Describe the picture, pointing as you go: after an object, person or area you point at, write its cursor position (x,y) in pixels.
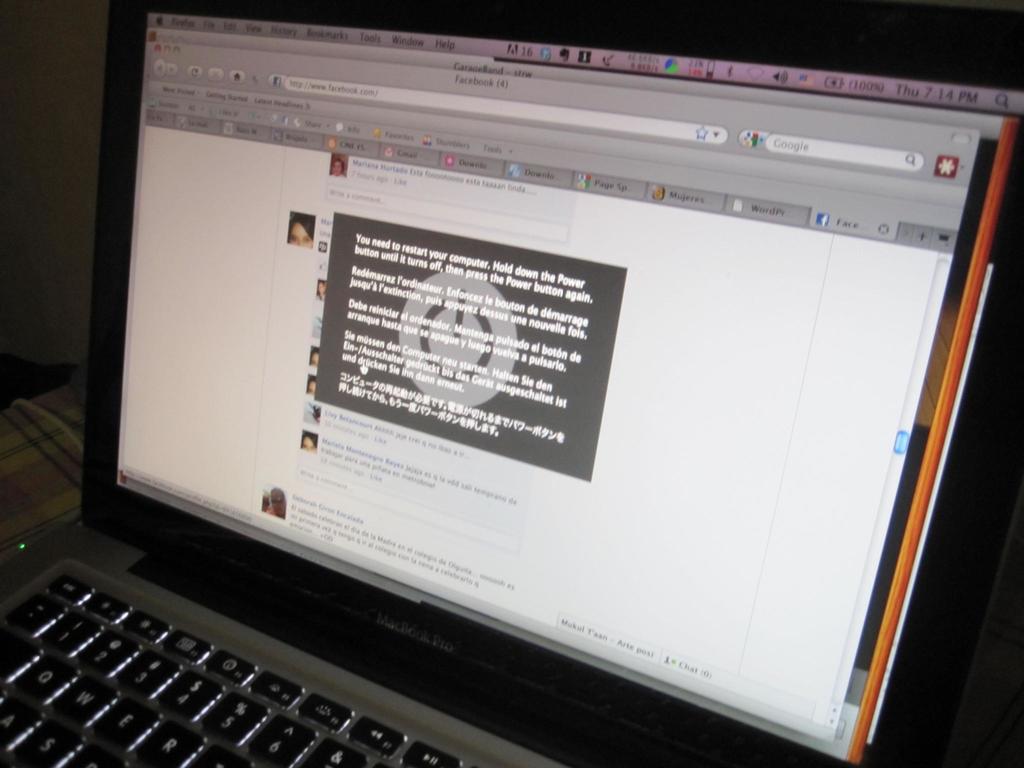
In this image I can see a laptop (502,539). And on the laptop screen (416,482) there is a page (423,494) with words (445,386). Also there is a dark background (1003,650).
